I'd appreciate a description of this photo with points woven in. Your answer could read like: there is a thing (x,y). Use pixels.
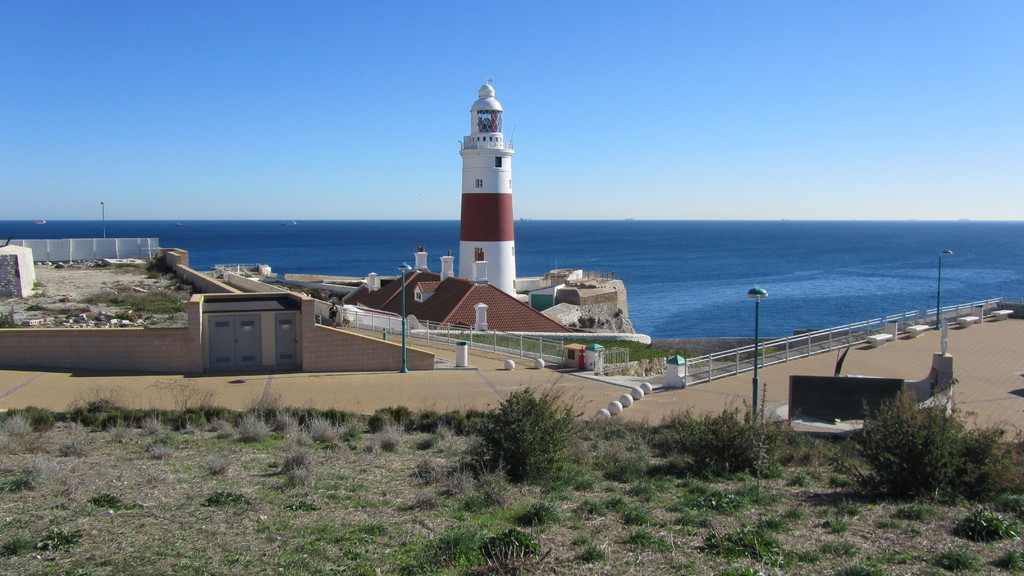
In this image, we can see some houses (561,296). Among them, we can see a lighthouse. We can see a person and the ground (689,389) with some objects (635,393). We can also see the fence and the sky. We can see some benches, poles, grass (451,432) and plants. We can see some water (708,284) with some objects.
